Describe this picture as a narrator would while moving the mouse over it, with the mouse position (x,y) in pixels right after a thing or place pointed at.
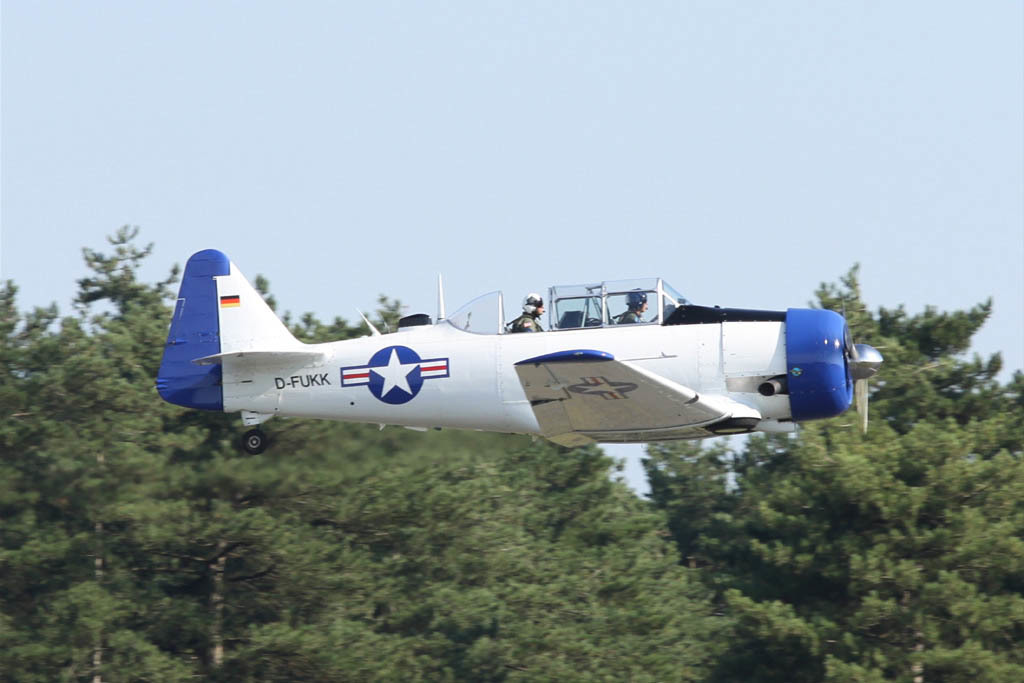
A white aeroplane (430,337) is flying in the sky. 2 people (634,310) are present inside it. There are trees (188,513) at the back (274,513).
